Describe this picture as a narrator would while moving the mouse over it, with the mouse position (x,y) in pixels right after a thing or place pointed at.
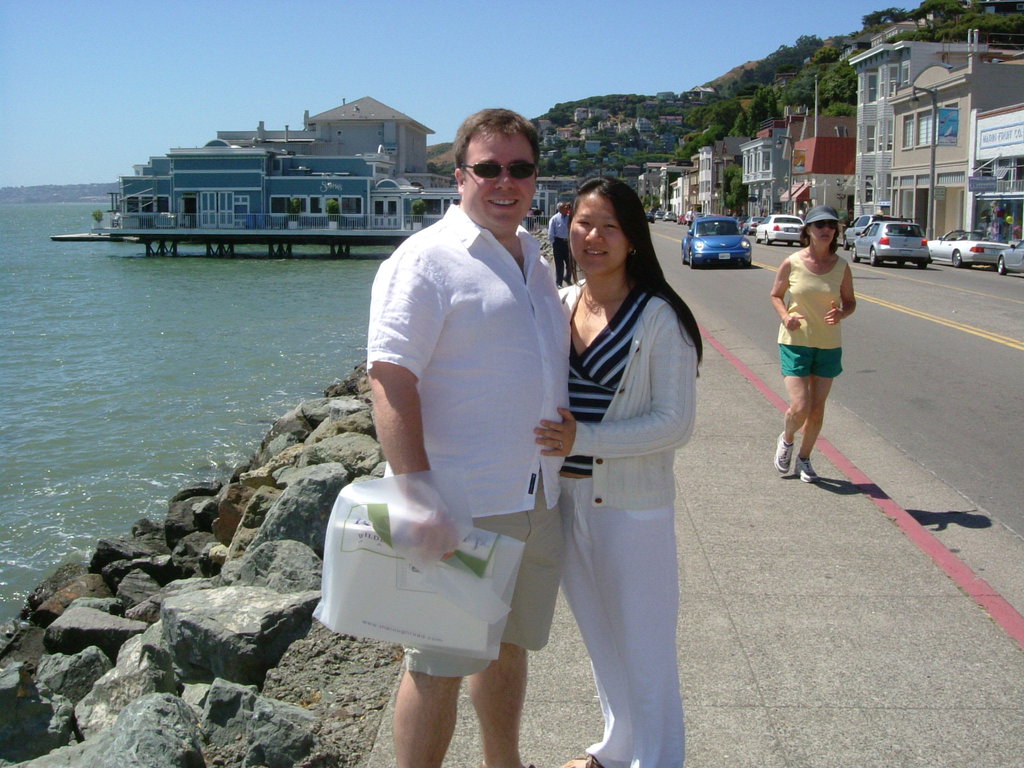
In this image there is a road (953,276) at the bottom (977,564). There are rocks (142,576), there is water (239,265), there are buildings (278,194) on the left corner (158,324). There are people (496,443) in the foreground (490,616). There are buildings (1016,71), trees (726,123), vehicles (954,249) on the right corner (953,207). There are people (849,275), vehicles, trees (674,106), buildings (593,130) in the background (637,127). And there is sky (499,103) at the top (217,117).
